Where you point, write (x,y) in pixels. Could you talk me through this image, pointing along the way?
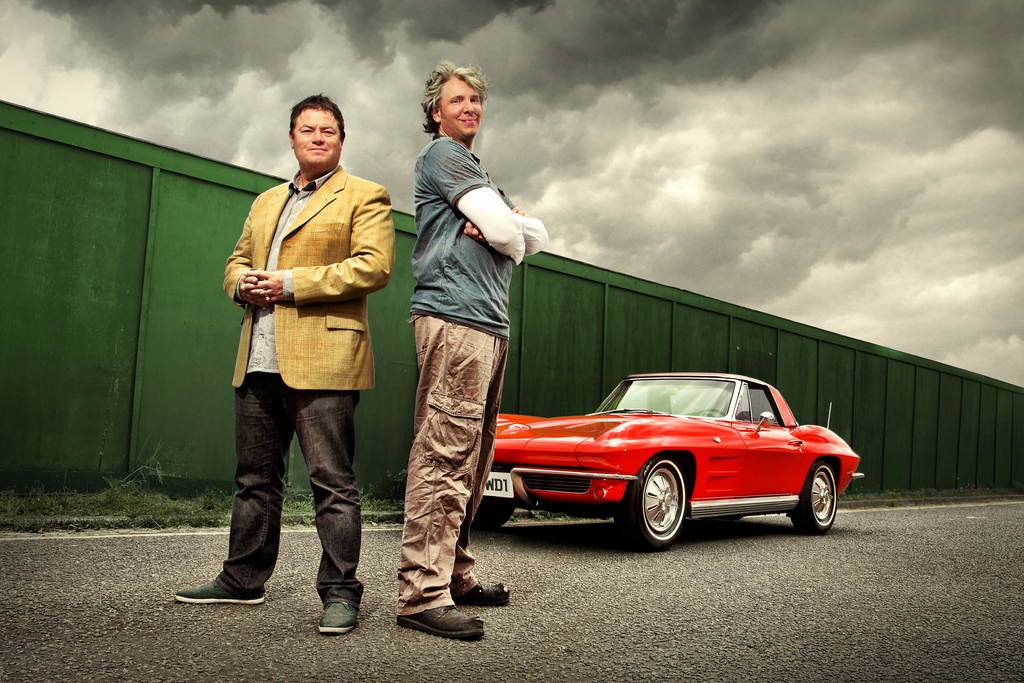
In the middle of the image (348,442) two persons (308,434) are standing and smiling. Behind them there is a vehicle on the road (613,576). Behind the vehicle (856,473) there is a fencing (759,368). At the top of the image (47,53) there are some clouds (960,222).
